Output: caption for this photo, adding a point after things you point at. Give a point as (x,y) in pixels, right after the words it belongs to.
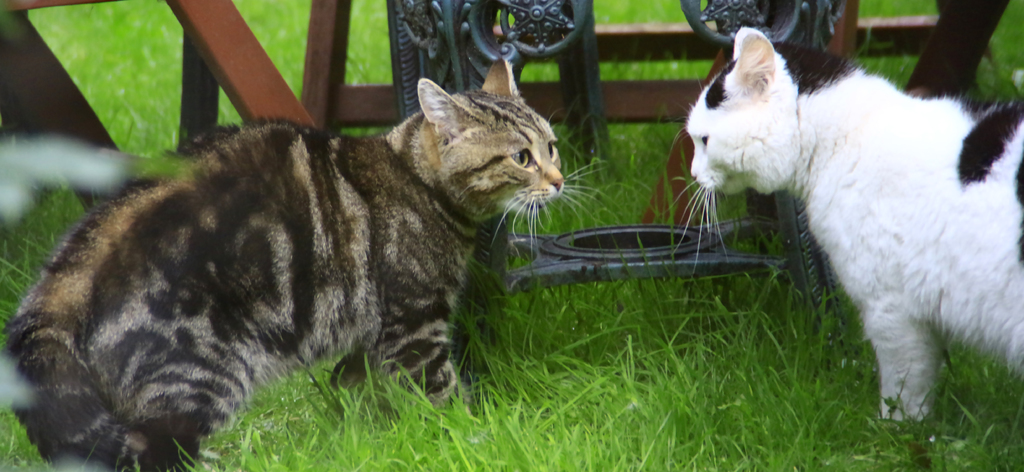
On the left side (338,198), there is cat (349,196) in black and gray color combination, standing on the ground (467,302). On the right side (772,144), there is another cat (901,132) in black and white color combination, standing on the ground (932,426) on which there is grass (542,422). In the background (703,30), there are other objects (708,43) arranged on the ground (152,27).
